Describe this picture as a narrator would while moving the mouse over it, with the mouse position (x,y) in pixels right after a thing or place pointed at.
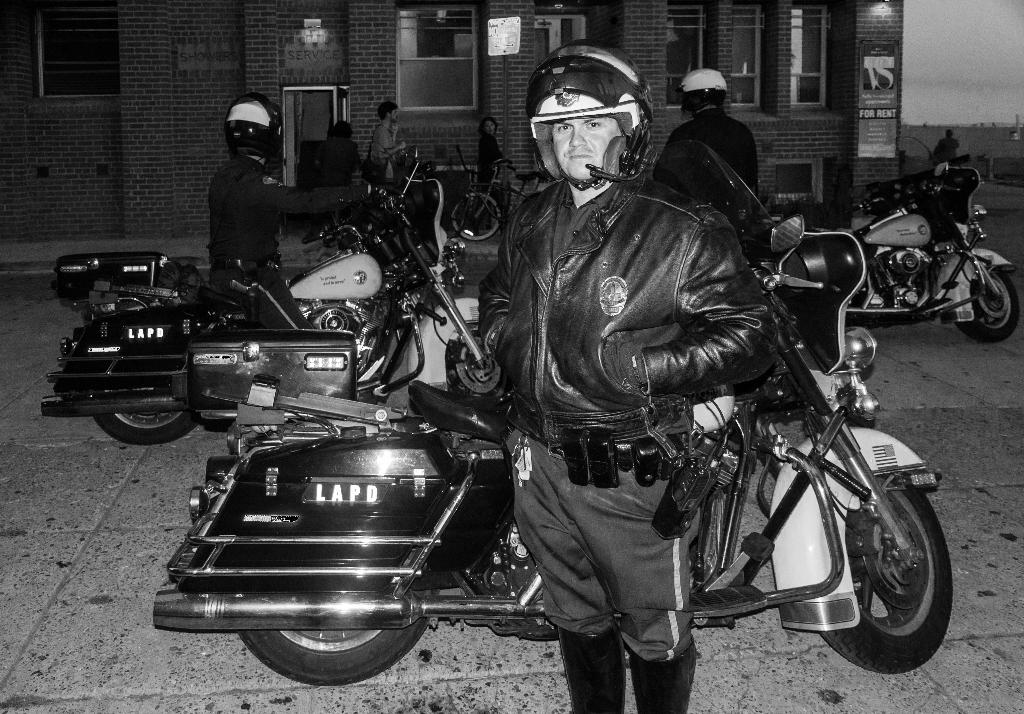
This is completely an outside picture and also black and white picture. On the background of the picture (369,58) we can see a building (390,66) with bricks (847,54). This is a window (793,63). Here we can see a man (518,280) standing near to the bike (490,519). Near to him we can see other man (233,264) sitting on a bike (229,313). Near to the building (461,125) we can see few persons (394,154) standing. This is a road (92,604).
